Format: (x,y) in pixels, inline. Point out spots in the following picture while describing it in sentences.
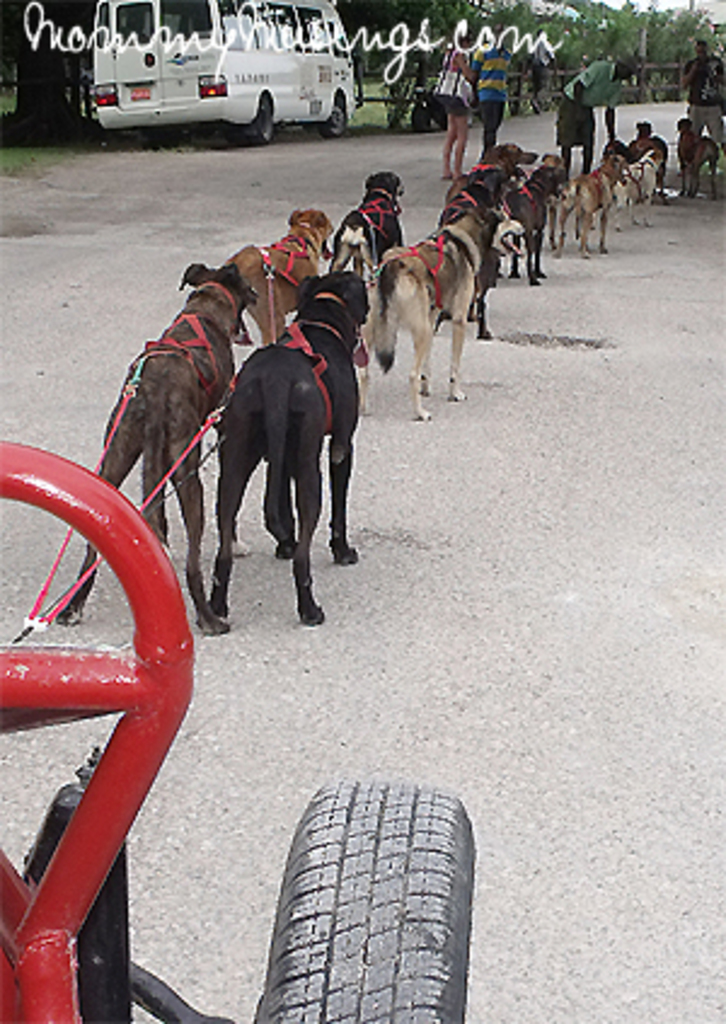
This picture is clicked outside. In the foreground (120,534) there is a red color vehicle (113,834) and we can see the group of dogs (307,260) seems to be standing on the ground (255,525). In the background (578,53) we can see the trees (690,31), wooden fence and group of people (574,114) standing on the ground (377,108) and there is a white color van (232,83) parked on the ground (213,157). At the top (39,31) there is a text (373,42) on the image.
